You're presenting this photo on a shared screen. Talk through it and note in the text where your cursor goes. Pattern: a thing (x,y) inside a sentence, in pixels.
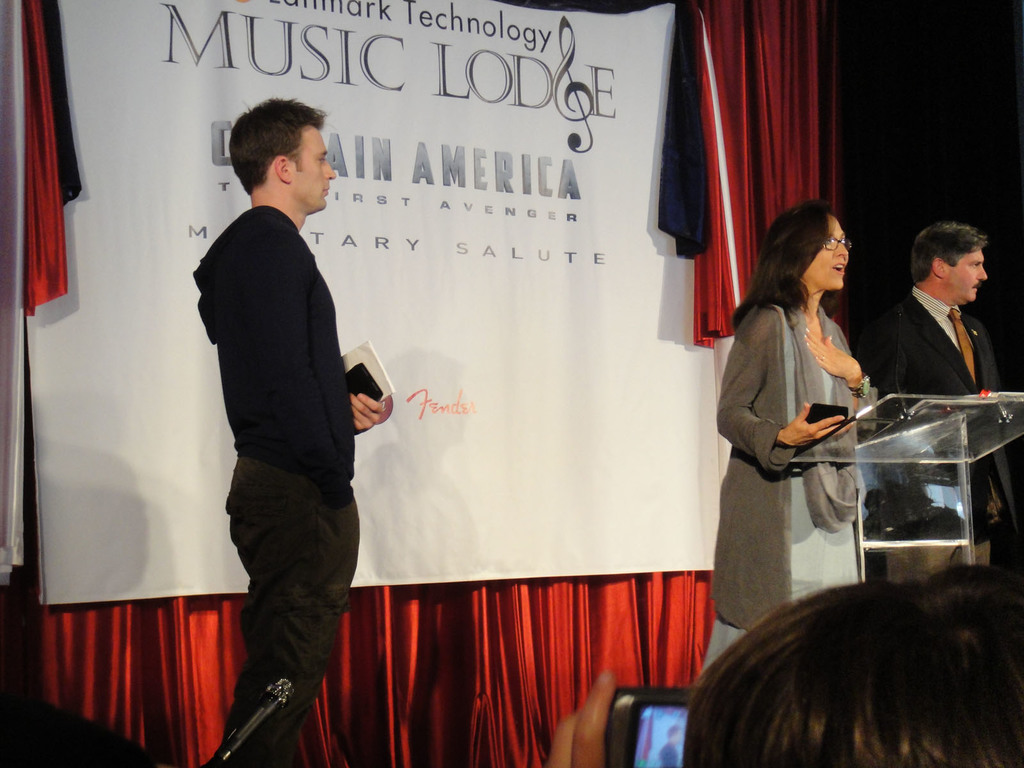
In this image there is a man (264,430) on the left side (300,446) who is holding the book (382,374) and a mobile (367,383). ON the right side (925,446) there is a glass podium (910,434) in front of the woman (832,350). In the background (469,168) there is a banner (507,317) which is in front of the curtains (522,642). At the bottom (727,706) there is a person (736,714) who is taking the picture with the camera (627,739). On the right side (950,328) there is another person (927,323) beside the girl (780,332).
